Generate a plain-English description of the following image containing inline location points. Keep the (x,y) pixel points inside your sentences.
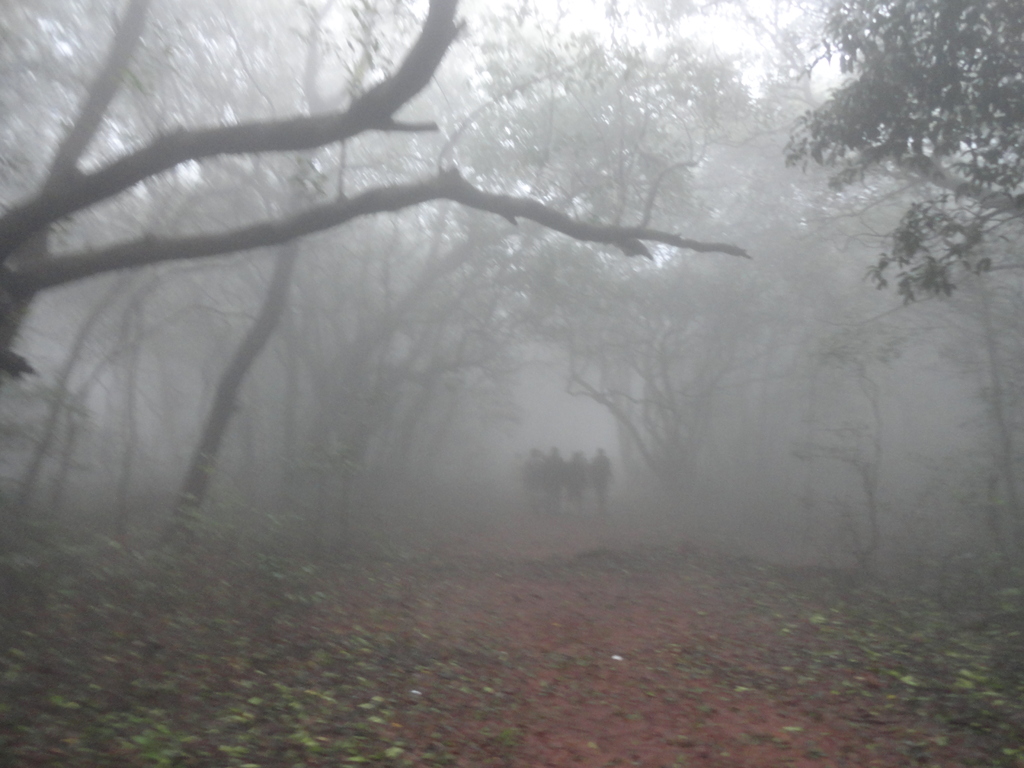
We can see people (605,487) standing at the bottom of this image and there are trees (366,421) in the middle of this image (507,397). The sky (396,40) is in the background (396,40).
